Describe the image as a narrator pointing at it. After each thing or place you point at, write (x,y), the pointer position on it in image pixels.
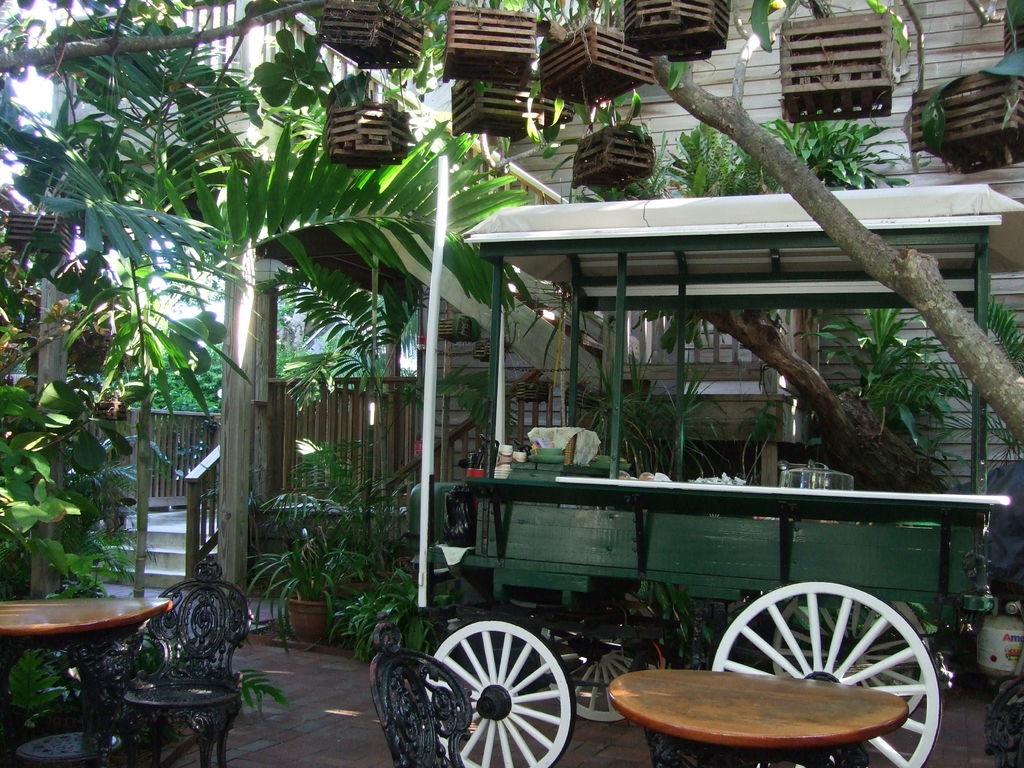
In this image I see a cart vehicle (595,654) and few tables (702,685) and chairs (198,599). In the background (134,55) I see the plants (143,446).
